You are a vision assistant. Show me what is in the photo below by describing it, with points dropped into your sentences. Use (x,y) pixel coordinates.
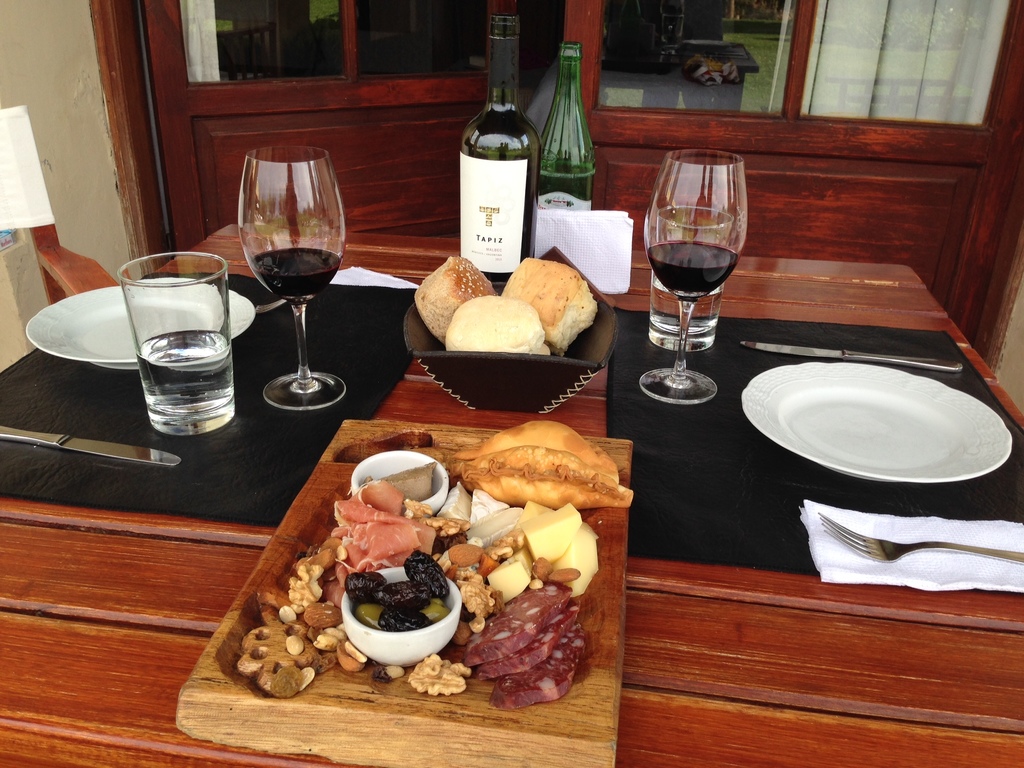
Here we can see a dining table (198,561) and food items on it, and here is the glass (652,230) and knives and forks (907,544) and wine bottle (530,166) and some objects (566,198) on it, and in back here is the door (653,62).
